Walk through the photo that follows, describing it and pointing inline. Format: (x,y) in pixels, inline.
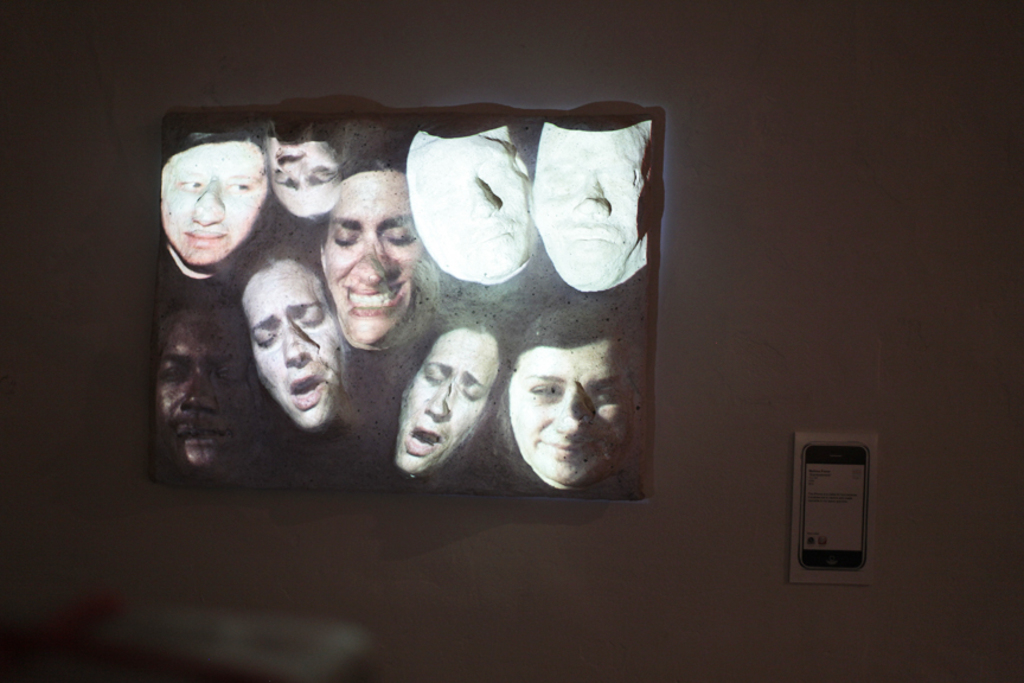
In this image we can see painting (365,397) of few persons heads (324,382) and masks (462,253) on a board (530,219) on the wall (724,300) and on the right side (829,526) there is an object (847,572) on the wall (903,627). At the bottom (130,638) on the left side (166,638) we can see an object (166,638) is blur.
